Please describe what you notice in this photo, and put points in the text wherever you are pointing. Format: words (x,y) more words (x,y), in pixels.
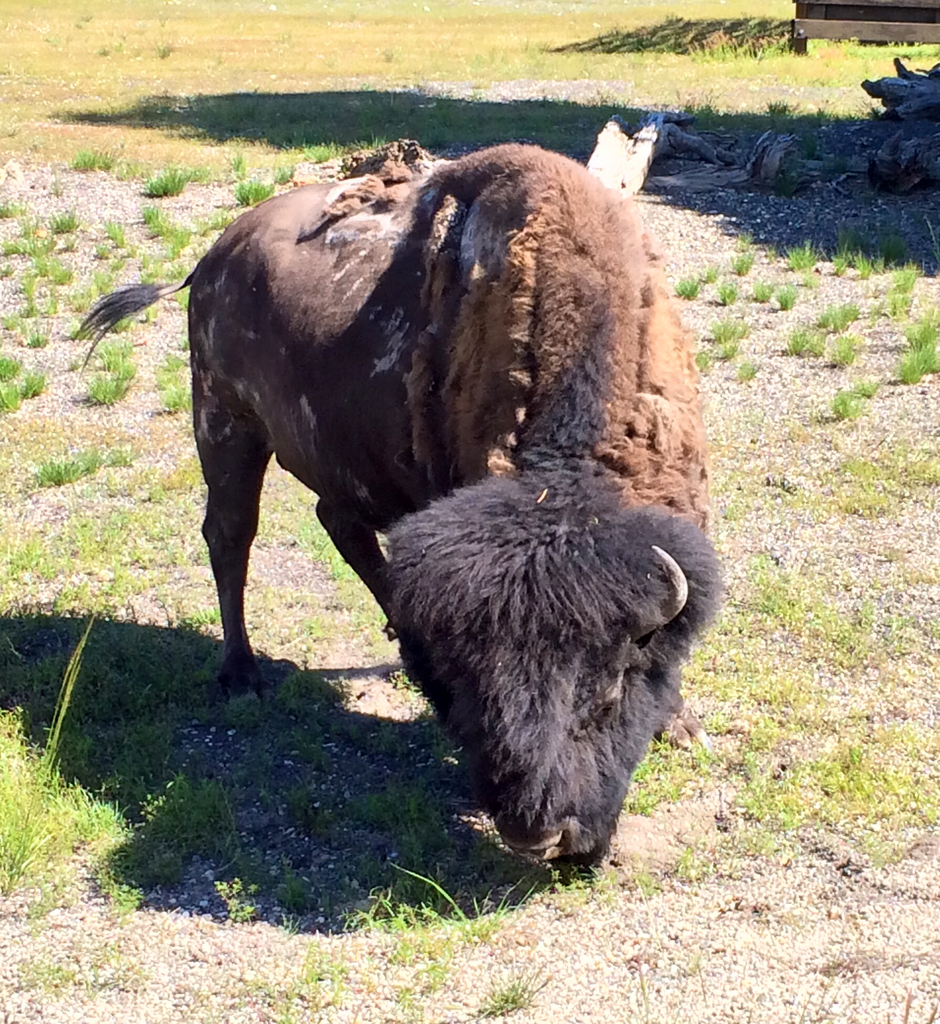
In this image I can see an open grass ground (58,37) and on it I can see shadows (502,101) and a brown colour bison (203,354) over here.
